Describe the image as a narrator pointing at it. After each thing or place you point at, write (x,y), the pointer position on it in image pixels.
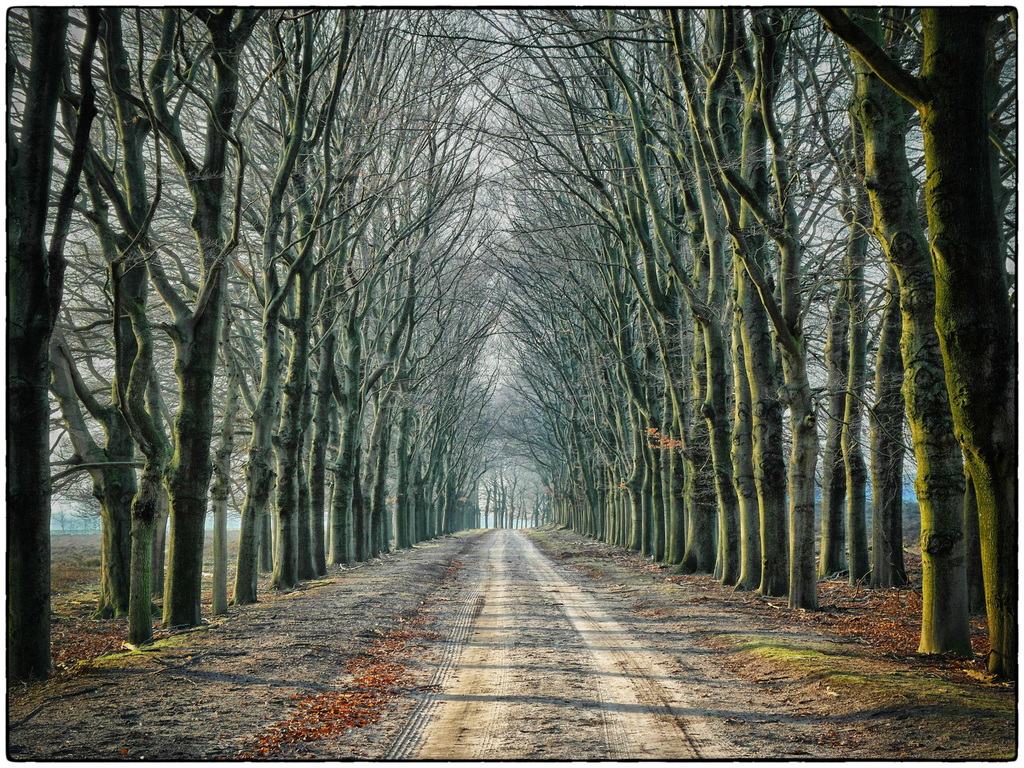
In this image, we can see trees (891,370) and at the bottom (418,648), there is a road (509,649).
